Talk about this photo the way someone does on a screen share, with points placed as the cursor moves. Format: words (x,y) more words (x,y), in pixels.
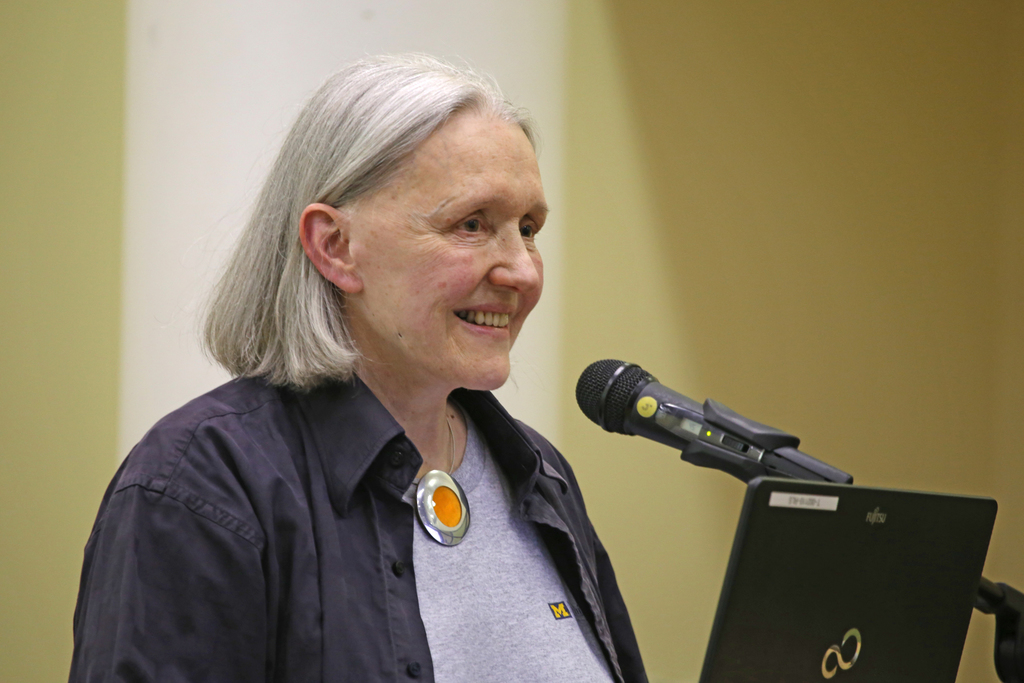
In the picture I can see a woman (460,419) is standing and smiling. The woman (468,387) is wearing a jacket (411,545). Here I can see microphone (694,413) and a black color laptop (780,591). The background of the image (669,467) is blurred.
